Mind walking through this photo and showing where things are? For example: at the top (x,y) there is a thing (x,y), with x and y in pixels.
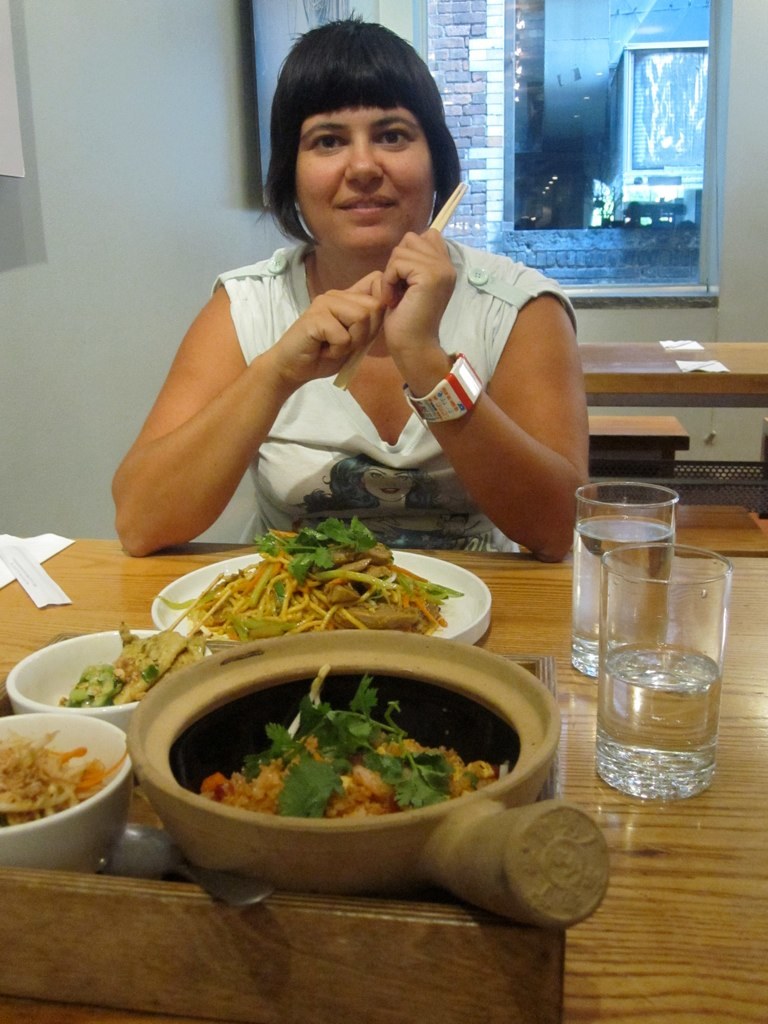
In this picture, we see the woman (352,230) is sitting on the chair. She is holding the chopsticks (439,222) and she might be posing for the photo. In front of her, we see a table (644,825) on which a plate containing noodles (262,555), bowls (232,676) containing the food items (248,770), spoon (159,832) and tissue papers (44,600) are placed. Behind her, we see a table (656,361) on which papers (710,369) are placed. We see a white wall (138,153) on which a photo frame (267,18) is placed. Beside that, we see a glass window (533,93) from which we can see the building (543,236) and a screen (637,110).
